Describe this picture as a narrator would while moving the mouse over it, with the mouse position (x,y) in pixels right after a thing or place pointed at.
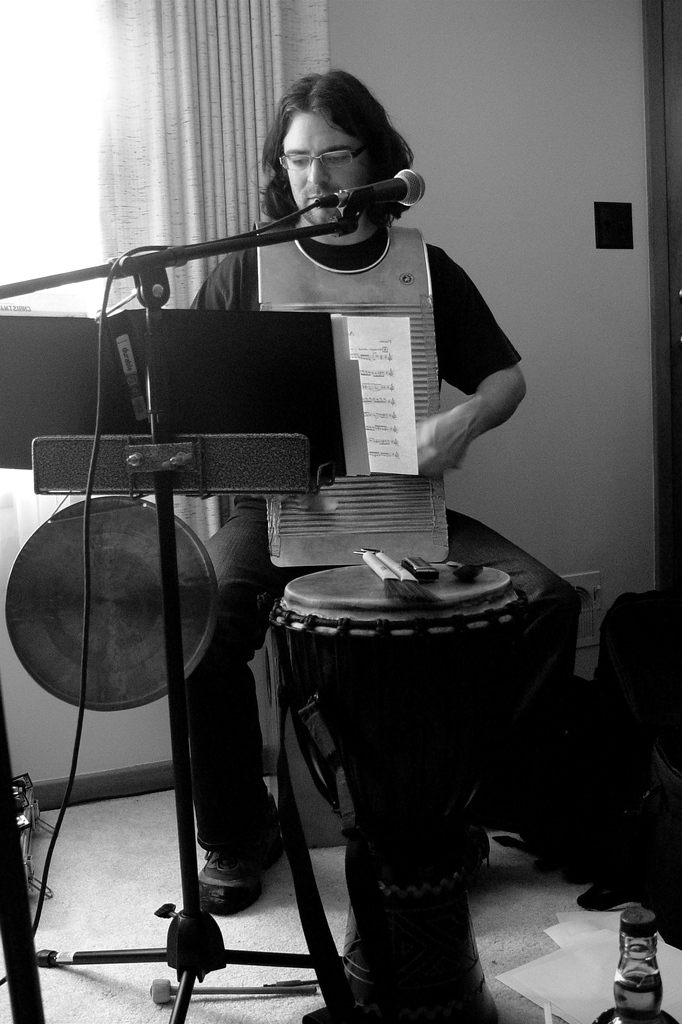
In this image I see a man (519,657) who is sitting and there is a mic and a book (391,458) in front of him and I can also see there is a musical instrument (406,528) and a bottle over here. In the background (600,434) I can see the wall (43,763) and the curtain (115,96).
